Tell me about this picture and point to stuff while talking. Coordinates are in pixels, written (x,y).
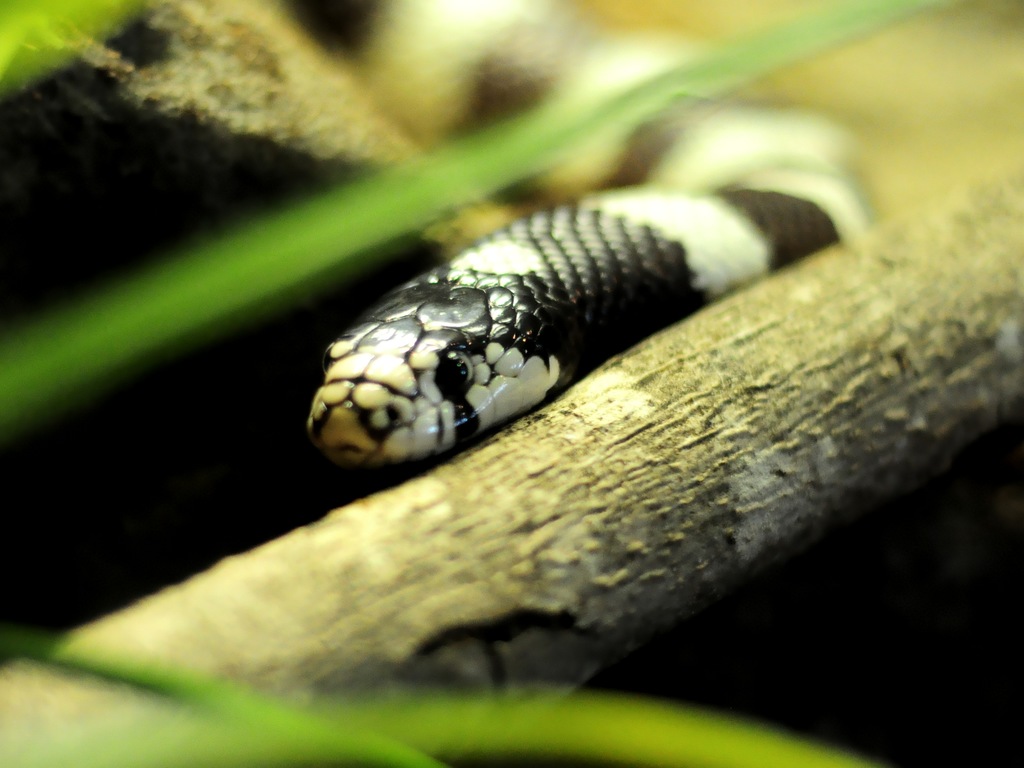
In the center of the image (508,331) a snake (617,333) is there. In the background of the image (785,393) we can see branch (702,587), leaves (391,720) are present.
